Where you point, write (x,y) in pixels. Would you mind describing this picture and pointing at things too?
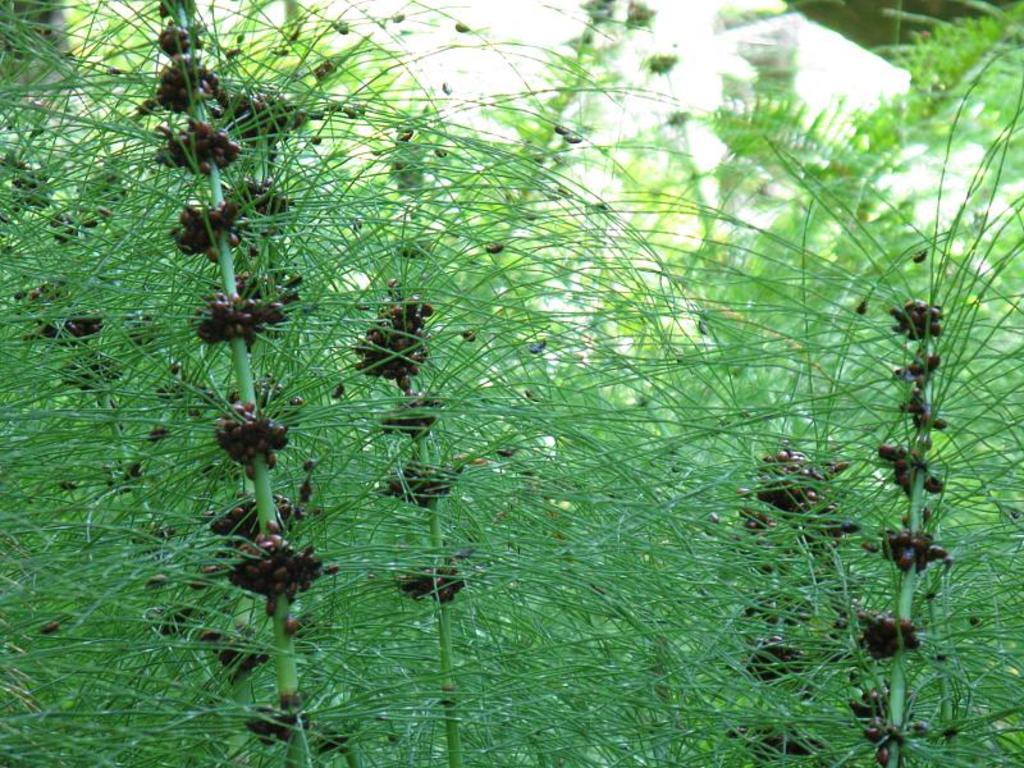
In this picture I can see plants (560,398) with seeds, and there is blur background (637,34).
